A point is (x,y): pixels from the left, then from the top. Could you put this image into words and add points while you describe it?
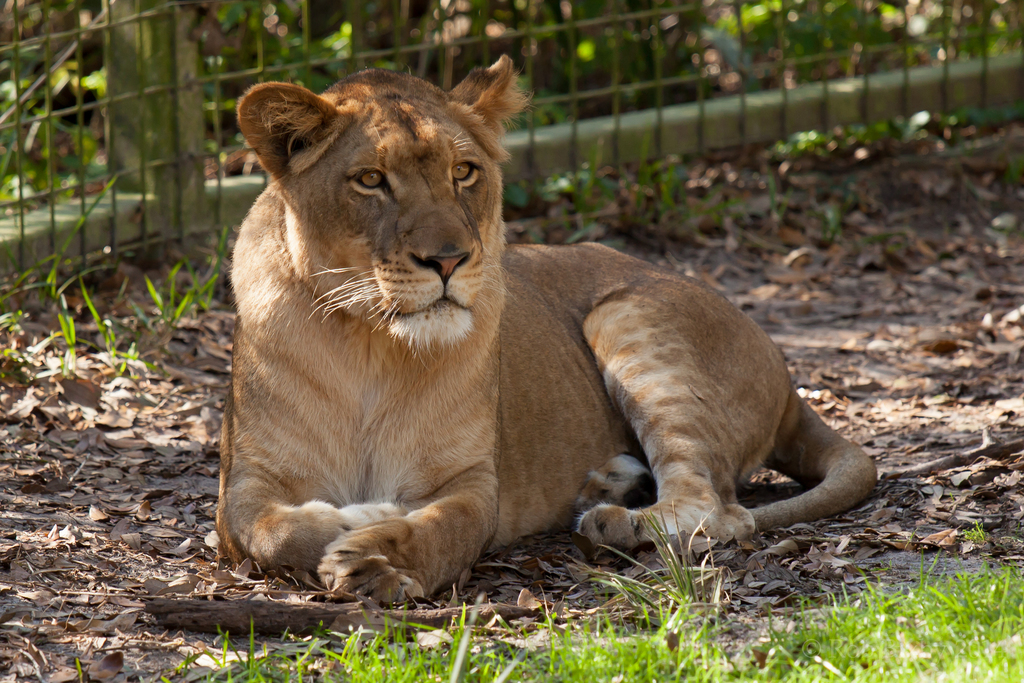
In this image an animal (464,167) is sitting on the land (806,382) having some grass (488,646) and dried leaves (192,356). Top of the image (184,178) that is a fence (905,51). Behind there are plants (275,36).
